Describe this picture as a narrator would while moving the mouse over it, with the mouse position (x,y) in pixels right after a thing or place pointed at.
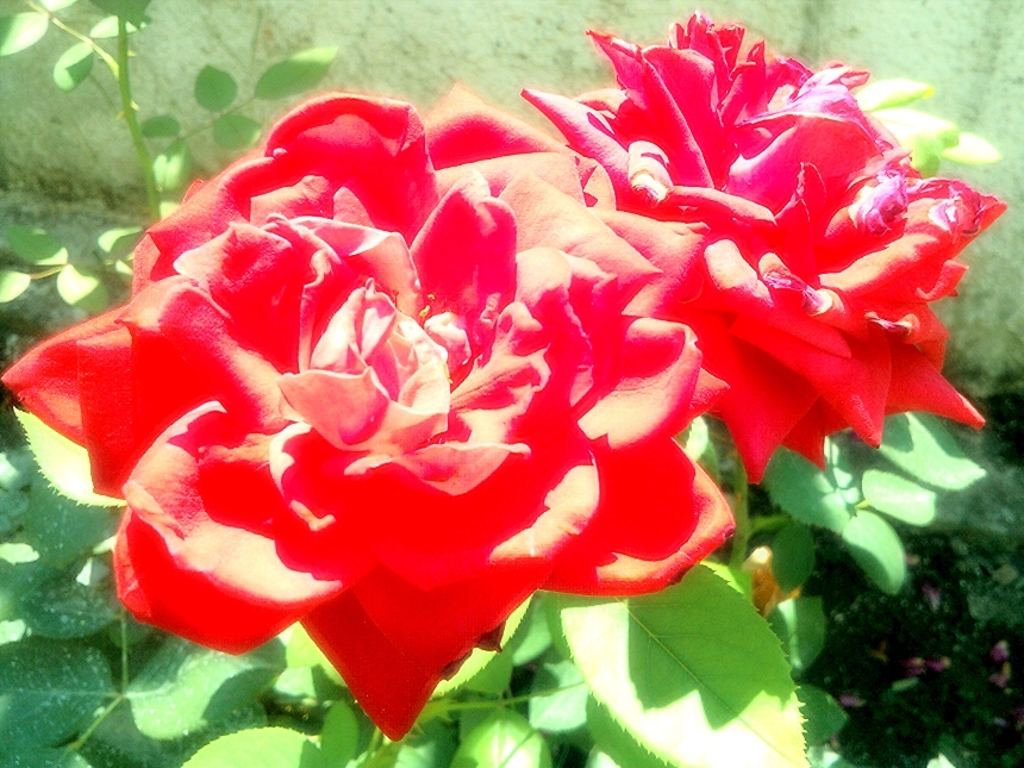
In this image I can see two flowers (386,361) which are red in color to the plants (96,510) which are green in color. I can see the wall (550,32) and the ground (875,609) in the background (857,625).
